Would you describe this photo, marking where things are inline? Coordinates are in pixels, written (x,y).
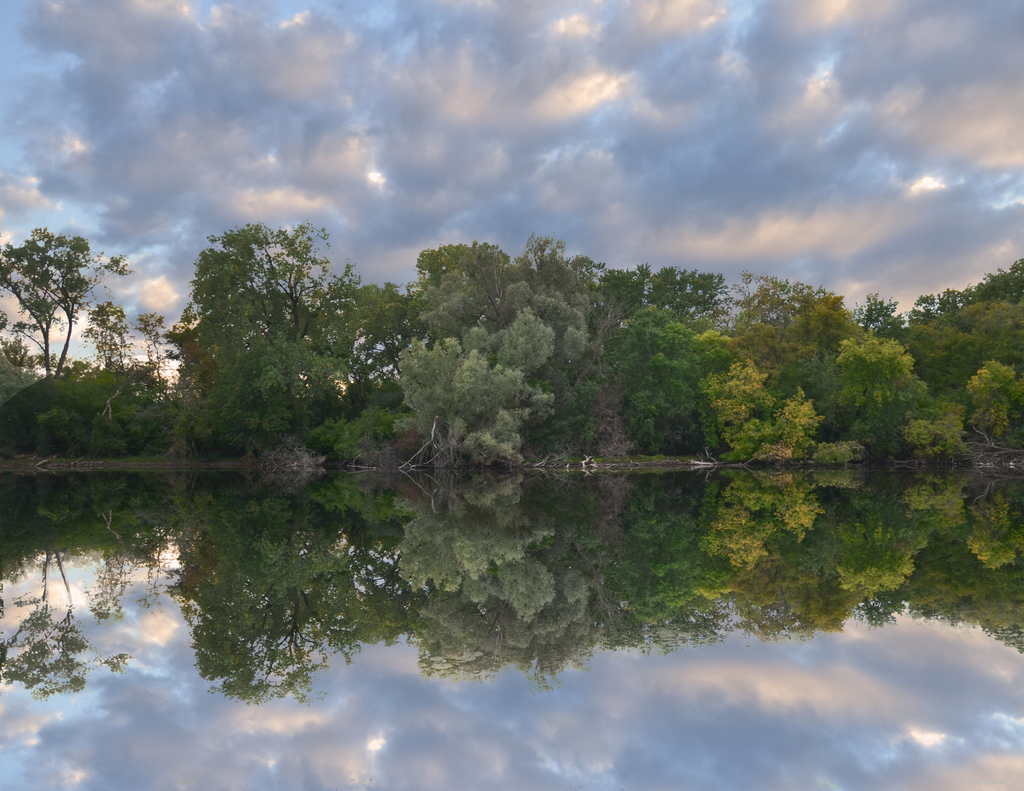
In this image there is a big lake (721,650) beside that there are so many trees (90,385) and clouds (951,61) in the sky (27,215), also there is a reflection (566,607) of trees (285,634) and clouds (973,656) in the water (541,623).
